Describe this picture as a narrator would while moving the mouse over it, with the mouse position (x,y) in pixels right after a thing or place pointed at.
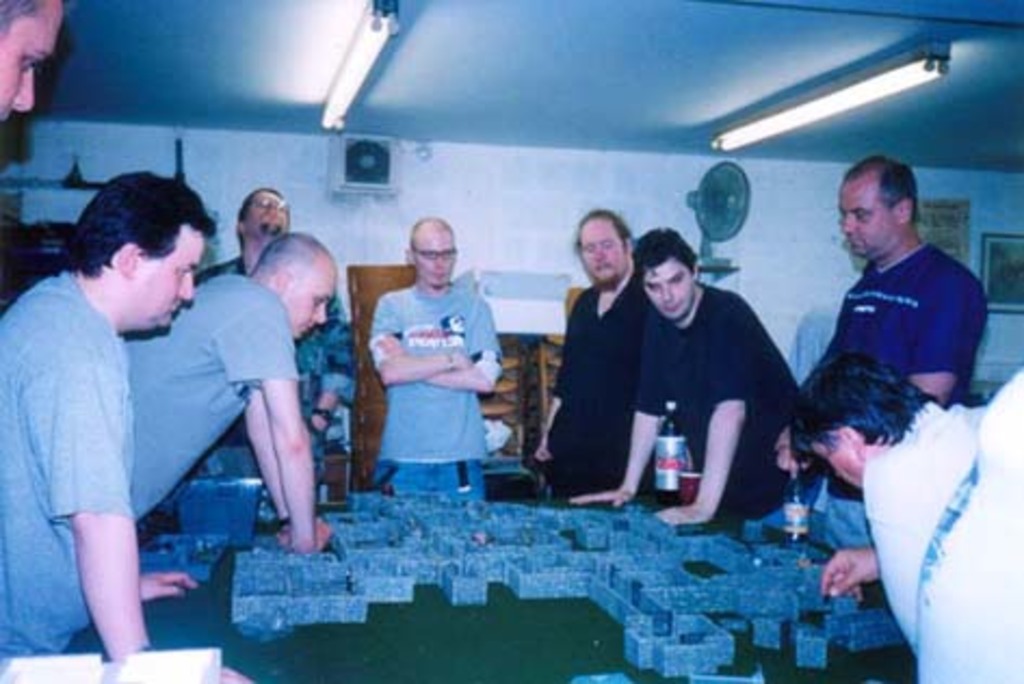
In the image we can see there are people (287,382) standing and they are wearing clothes (188,394). Here we can see game pieces (632,590) and bottles (797,508). We can even see lights (369,45), wall (764,166), table fan (708,197) and frames (925,214) stick to the wall (995,225).
